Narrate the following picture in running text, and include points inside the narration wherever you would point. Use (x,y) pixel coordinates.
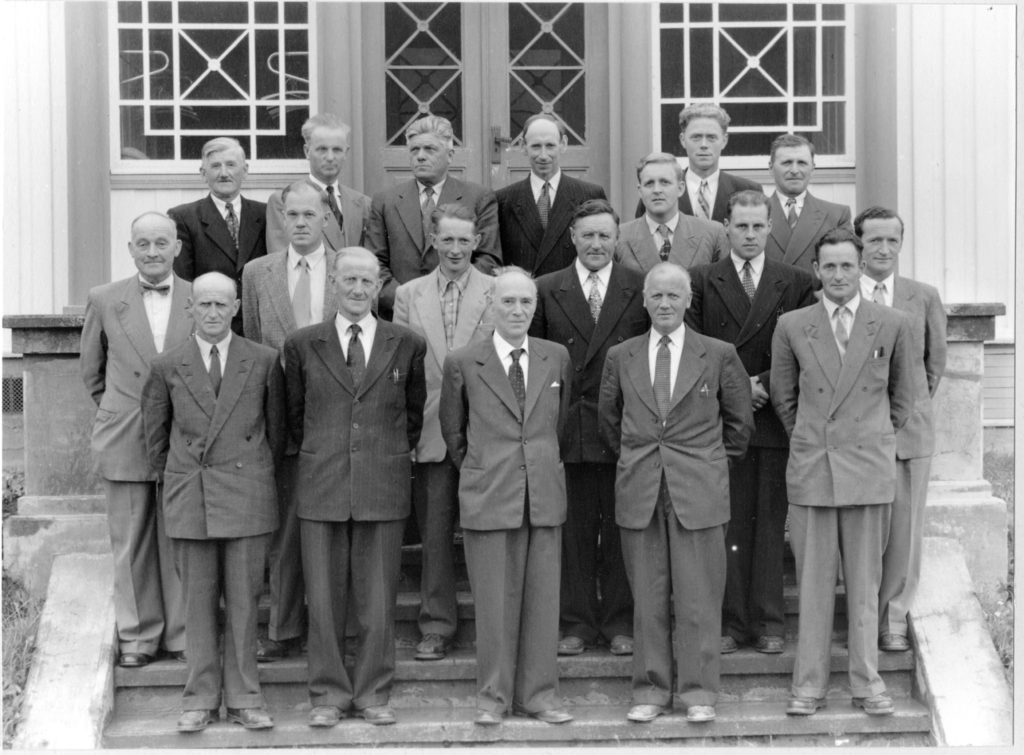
In this picture I can see the group of persons (695,309) were standing on the stairs (776,702) and they are wearing suits (767,341) and most are not smiling. In the background (916,10) I can see the building (968,270). At the top (512,90) I can see the window (777,63) and doors (512,26). In the bottom left corner (20,669) I can see the grass (23,647).
